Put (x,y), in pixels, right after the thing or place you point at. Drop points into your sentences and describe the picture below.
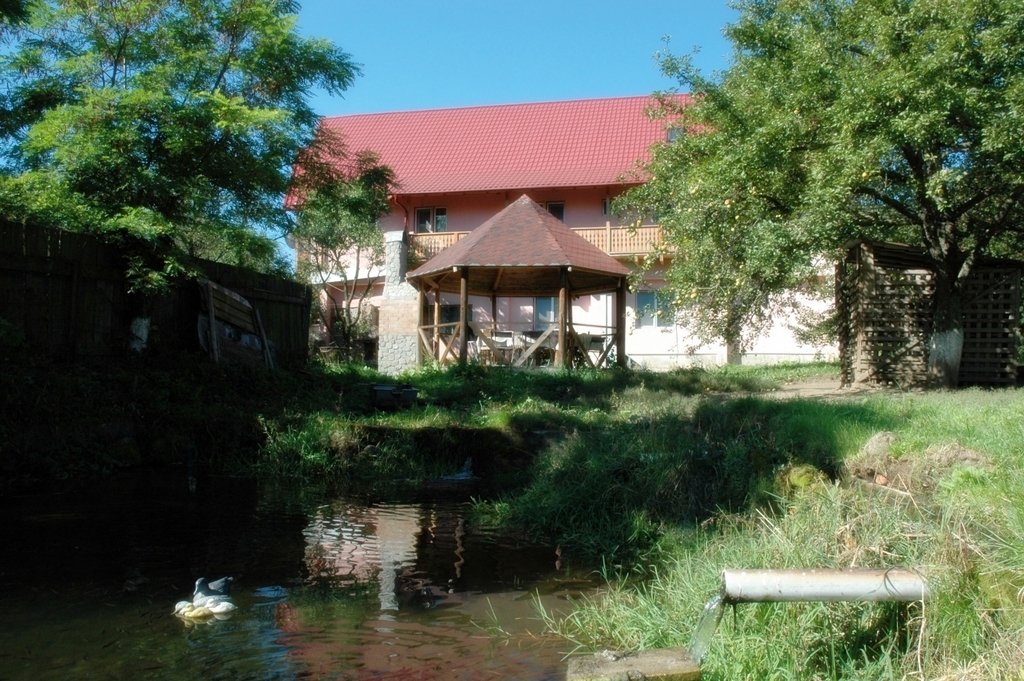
In the foreground of this image (385,583), there is water (393,593) and ducks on it. On the right (889,489), there is grass (854,485), water (715,617) coming through a pipe (808,586). In the background (948,337), there is a wooden shed (895,324), trees (792,140), building (486,151), tent (538,246), chairs (548,341), a wooden wall (89,300) and the sky (439,39).
